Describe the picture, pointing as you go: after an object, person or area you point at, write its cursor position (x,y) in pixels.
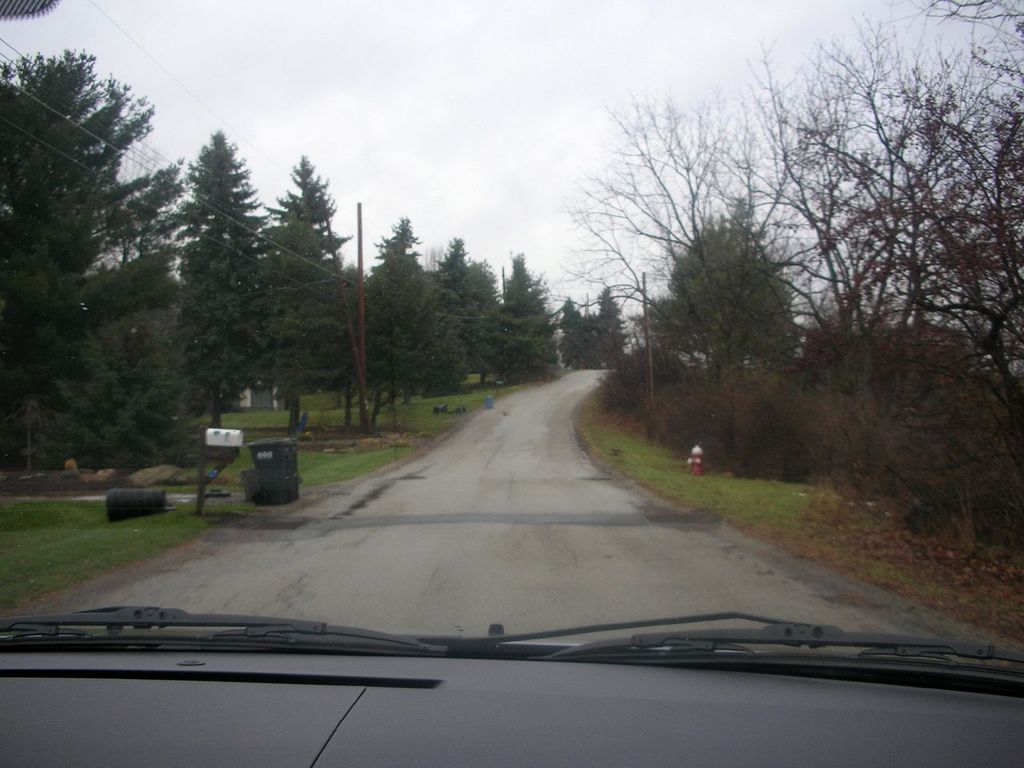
In the front of the image (99,680) there are windscreen wipers (364,631) and black object (581,708). In the background of the image (645,458) there are trees (37,283), grass (709,496), hydrant (701,447), bin (274,485), post box (227,439), poles (359,367), cloudy sky (491,169) and objects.
